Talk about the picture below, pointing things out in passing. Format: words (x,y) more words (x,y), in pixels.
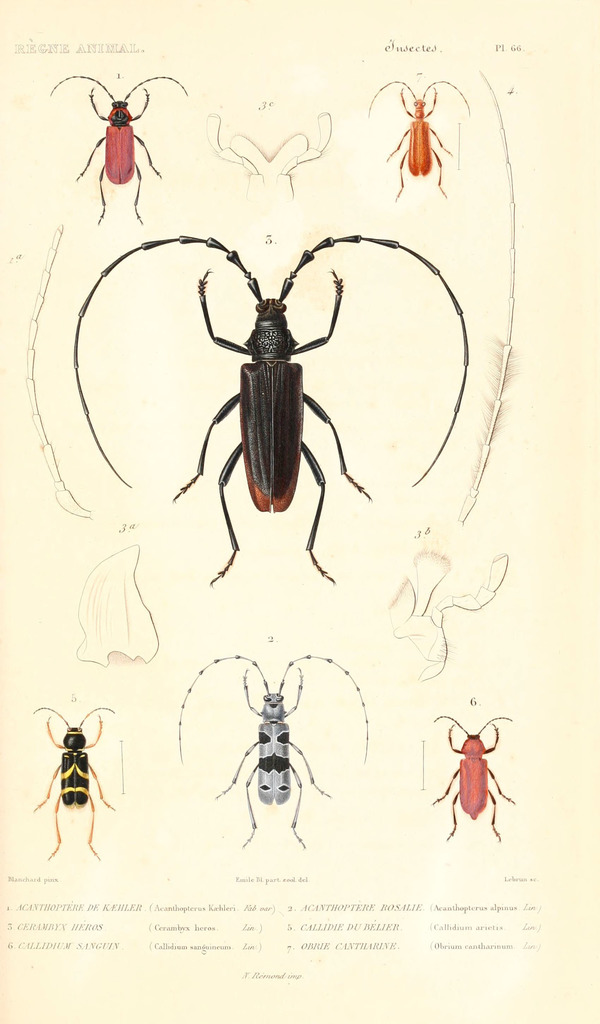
In this image there is a poster (402,709) having few images (282,299) and some text (398,914) on it. In the poster (155,779) there are few images (250,364) of insects (302,267) are on it. Bottom of image (325,905) there is some text (17,907).
